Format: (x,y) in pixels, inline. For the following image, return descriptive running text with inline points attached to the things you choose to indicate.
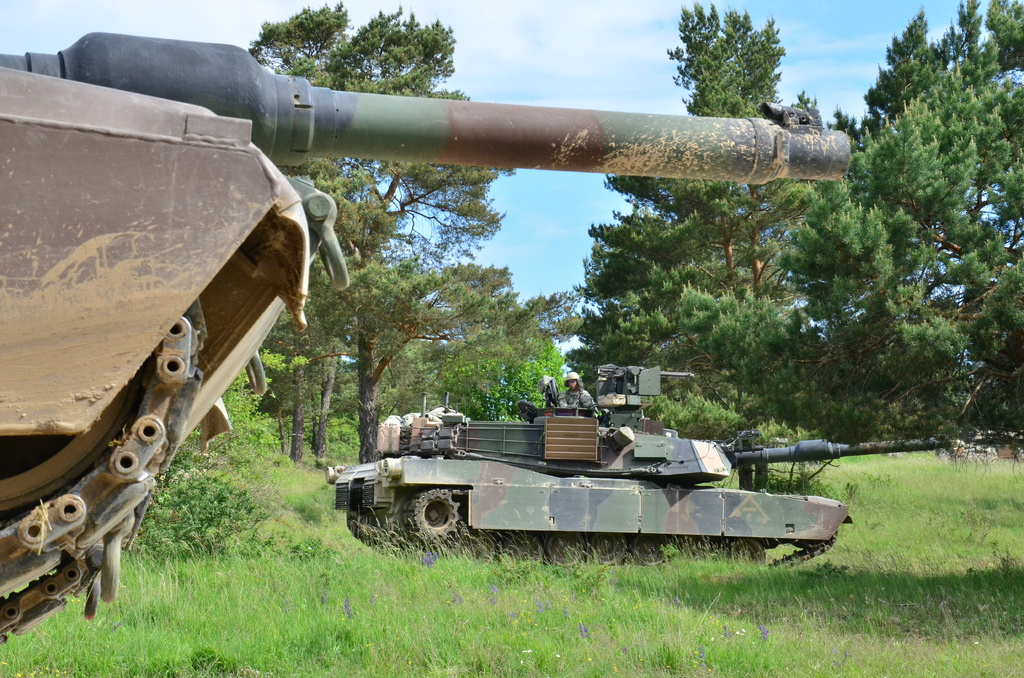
In the image we can see there are war tanks (519,468) standing on the ground (630,596) and a person (588,404) is sitting in the war tank (619,452). Behind there are lot of trees (515,366) and the ground (547,606) is covered with grass (255,621).
